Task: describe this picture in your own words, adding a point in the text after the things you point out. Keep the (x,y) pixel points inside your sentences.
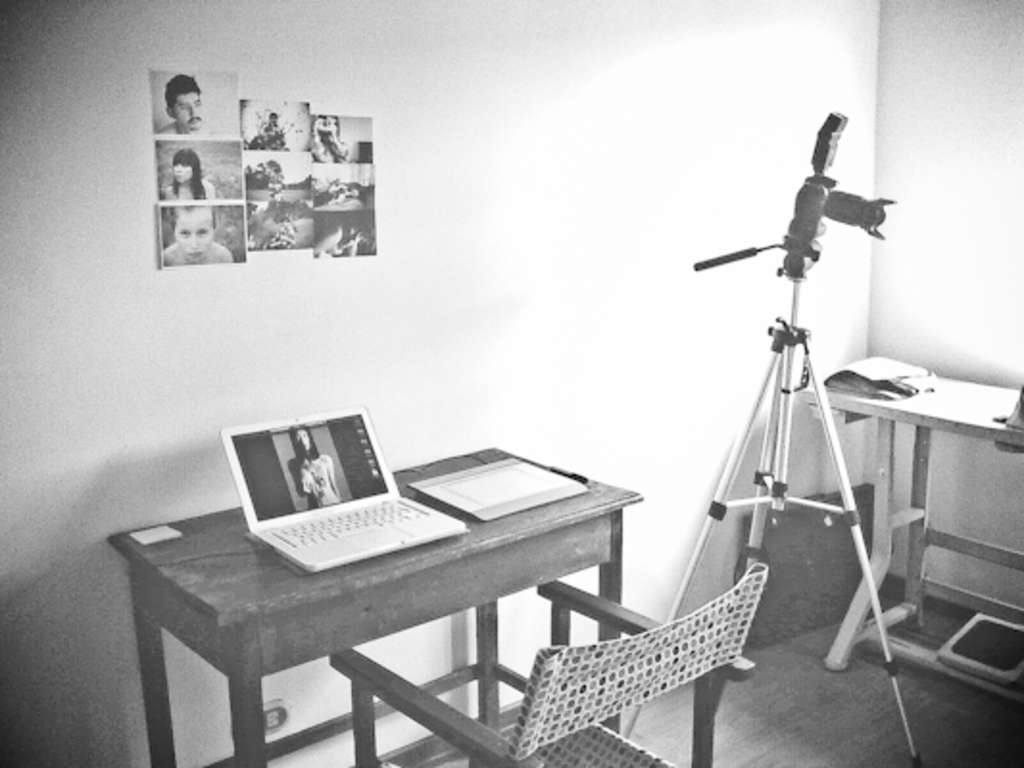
This is a black and white image. This image is clicked in a room (872,456). There are photos (314,160) posted on the wall (289,276). There is a table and a chair (670,683), table (468,517) has laptop (418,503) and book (472,488) on it. There is a camera stand (805,246) on the right side (809,264). And there is a table (976,545) on the right side (914,609).
